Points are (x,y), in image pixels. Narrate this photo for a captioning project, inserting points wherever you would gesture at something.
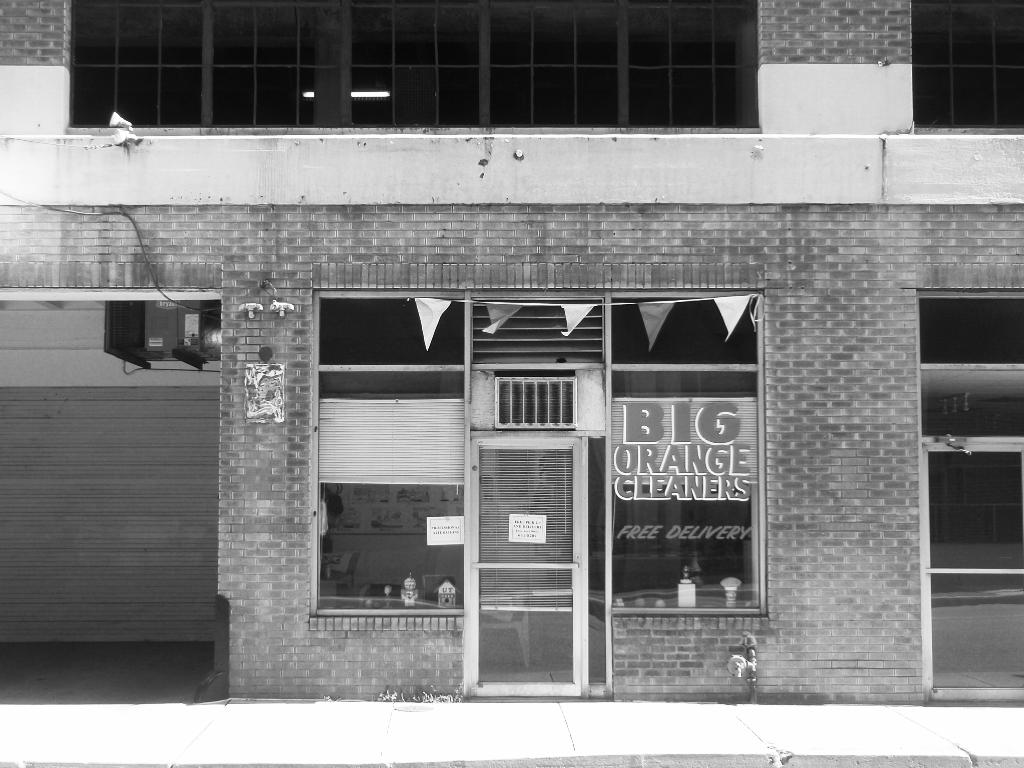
In this image we can see building (421,216) with windows (614,301) and we can also see a poster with some text (684,417).
